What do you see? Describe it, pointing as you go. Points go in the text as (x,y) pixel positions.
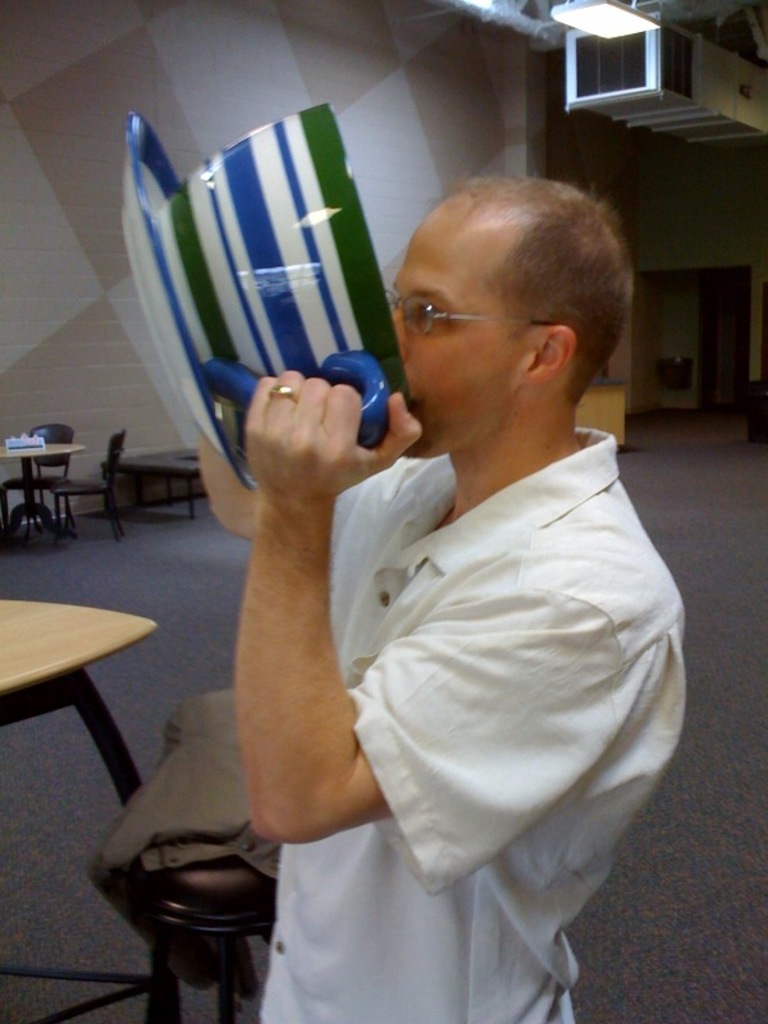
In the center of the image (377,621) there is a person (388,848) standing. On The left side of the image (124,747) there is a table (16,642), stool (177,892), chair (36,479). In the background (106,117) there is a air conditioner (628,69), light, wall (475,100), table (599,402) and a door (723,327).
